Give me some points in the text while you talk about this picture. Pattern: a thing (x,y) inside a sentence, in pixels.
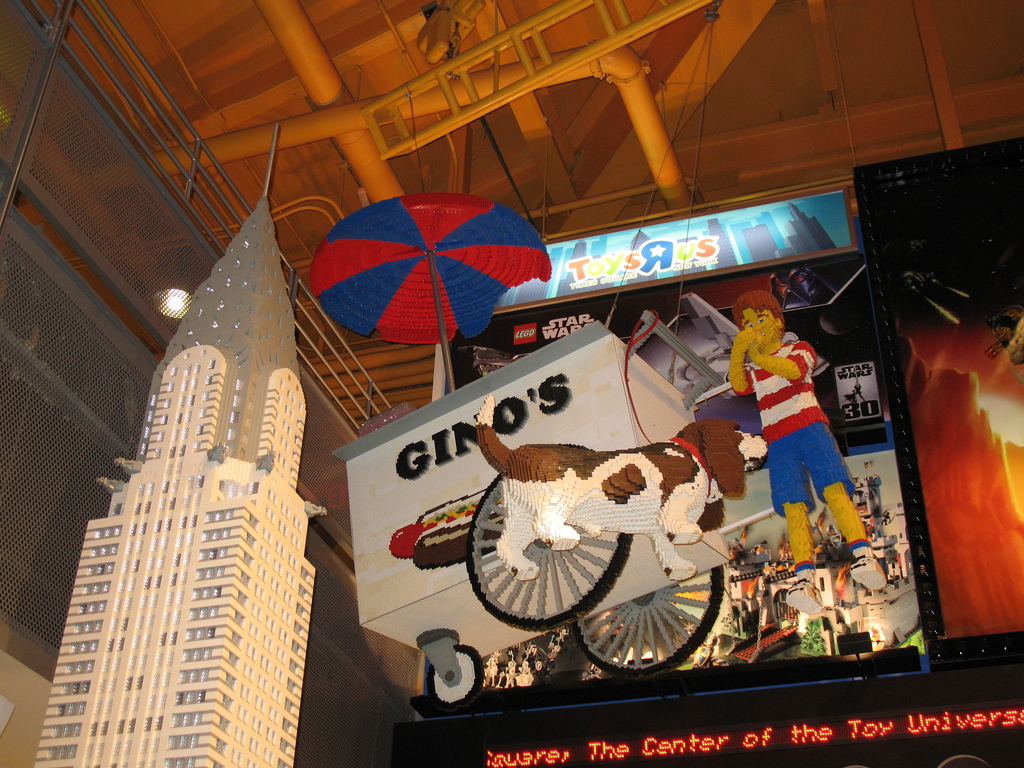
In the picture we can see an art (272,758) of the tower building (274,559) and beside it, we can see a cart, dog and a cartoon boy (805,379) and an umbrella (471,282) behind it and to the ceiling (577,141) we can see some pipes (432,91) and the ladder (445,91).
